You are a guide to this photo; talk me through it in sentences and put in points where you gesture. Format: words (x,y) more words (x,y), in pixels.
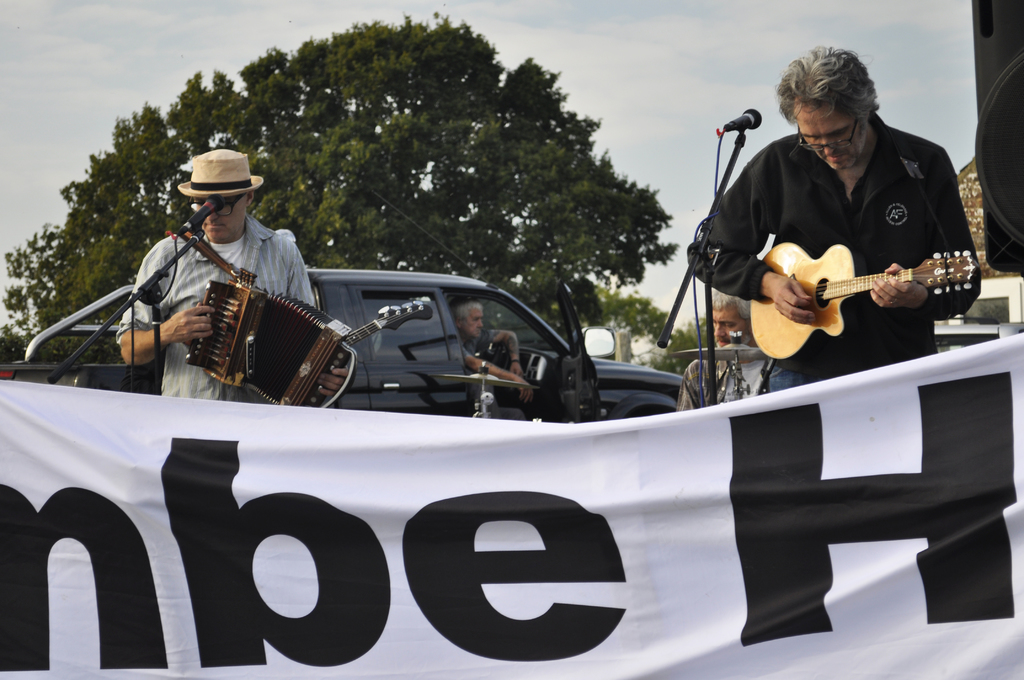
In this picture there are two members (240,260) playing two different musical instruments (837,310) in their hands (203,318) in front of a mic (197,225). In front of them there is a flex (672,558). Behind them there is a car (387,346). In the background (391,196) there is a tree (446,145) and a sky (606,80) with some clouds (155,71).
